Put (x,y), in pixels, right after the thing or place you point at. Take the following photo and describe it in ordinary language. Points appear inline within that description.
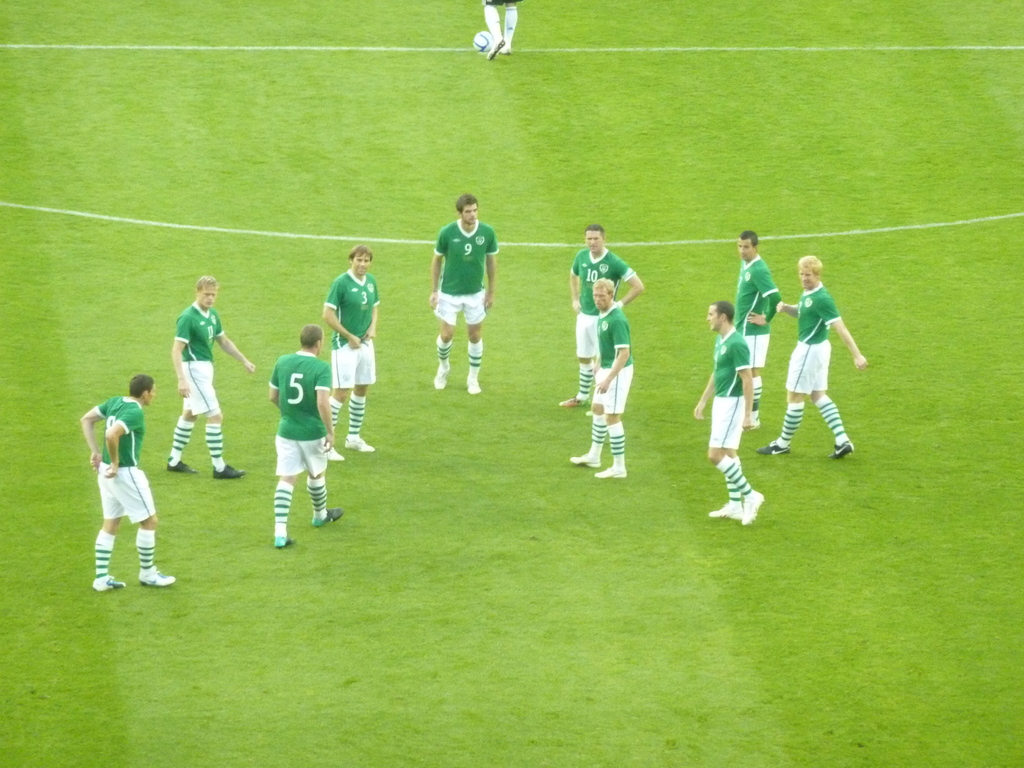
In this image we can see the view of a playground (529,259), there are group of men (142,503) standing, there are men (618,407) walking, the men (582,348) are wearing T-shirts (304,416), there is a number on the T-shirts (592,308), there is a person's leg (512,30) towards the top of the image (498,38), there is a ball (483,40), there is grass (475,66).
